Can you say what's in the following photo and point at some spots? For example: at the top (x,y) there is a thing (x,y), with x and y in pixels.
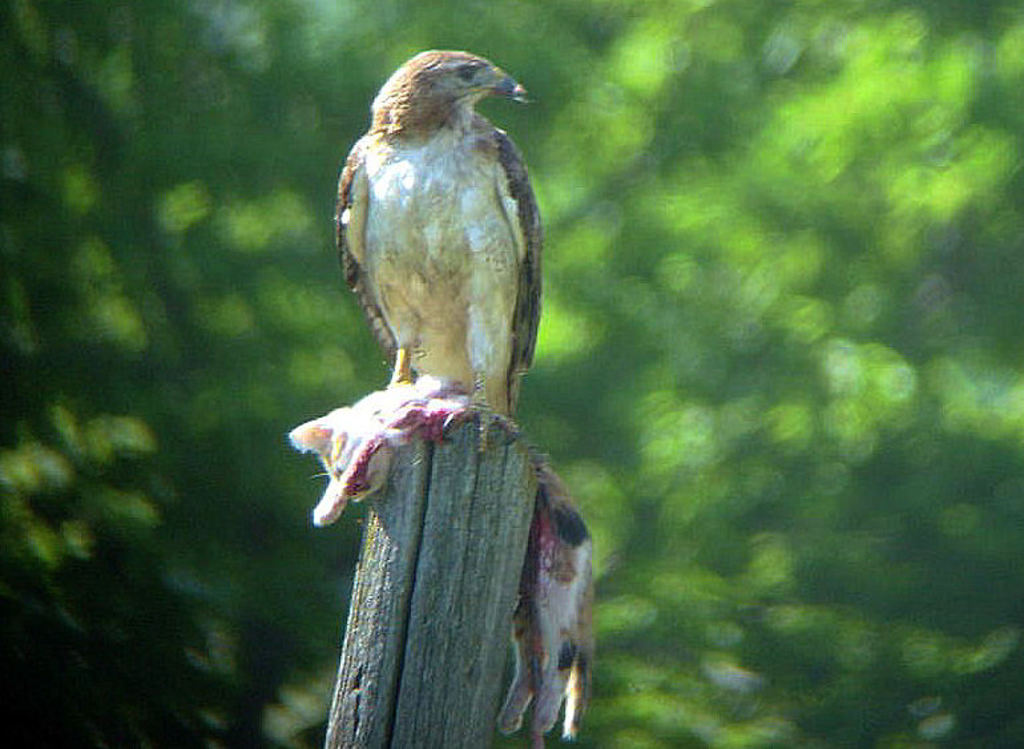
In the foreground of this image (396,557), on a pole (420,581), there is a body (371,473) of a cat (539,483) and a hawk (455,296) on it. In the background (276,8), there is greenery (224,85).
